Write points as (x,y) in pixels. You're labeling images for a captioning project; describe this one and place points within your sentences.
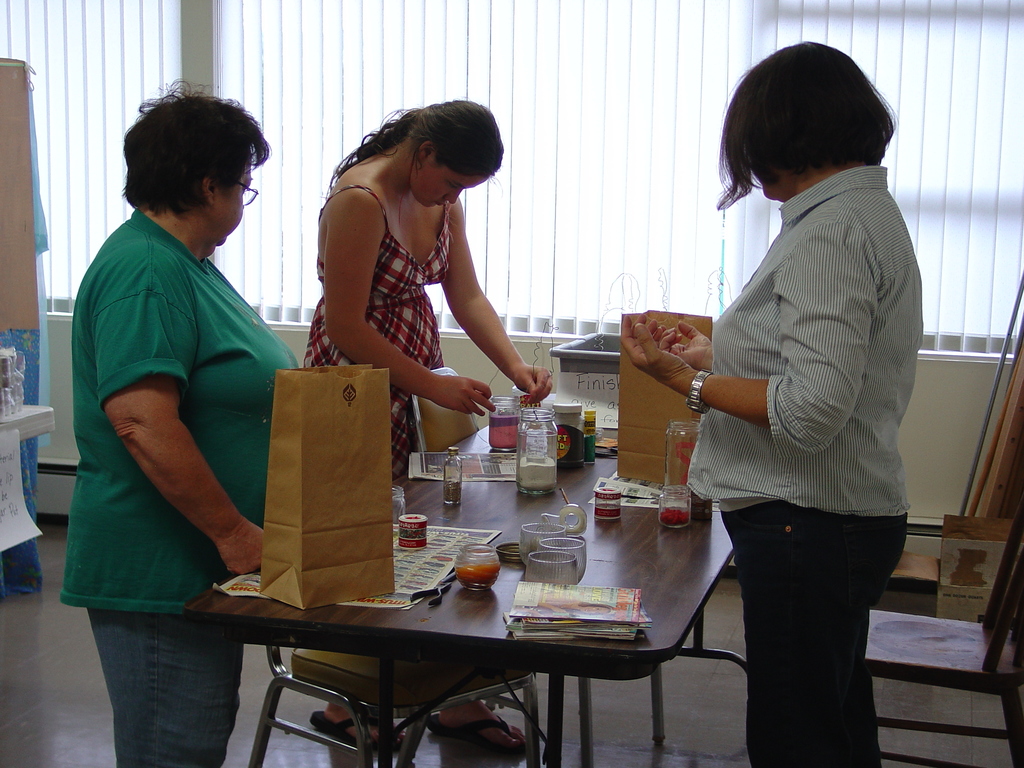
This picture shows three people (782,754) standing and we see few papers bags (376,515) and bottles (567,425) on the table (495,517) and we see blinds (639,26) to the window (945,43).
